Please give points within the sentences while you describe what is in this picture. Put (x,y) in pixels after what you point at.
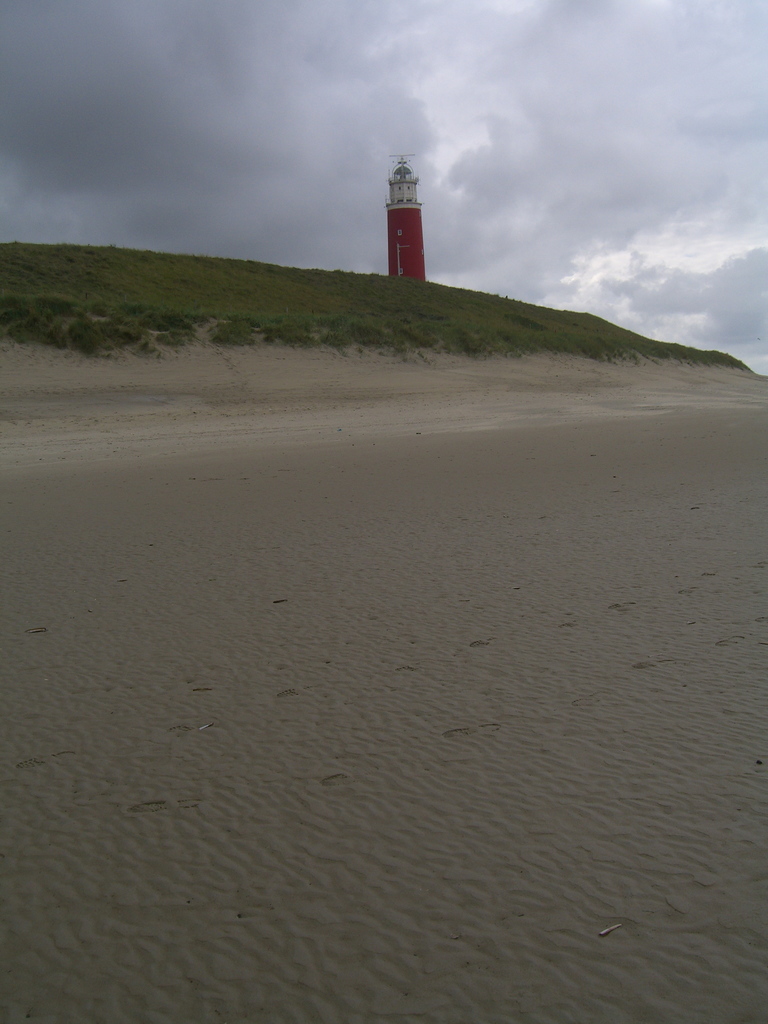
In this image, we can see sand (288,760). Background (395,296) we can see grass (404,278), lighthouse (402,218) and cloudy sky (113,88).
